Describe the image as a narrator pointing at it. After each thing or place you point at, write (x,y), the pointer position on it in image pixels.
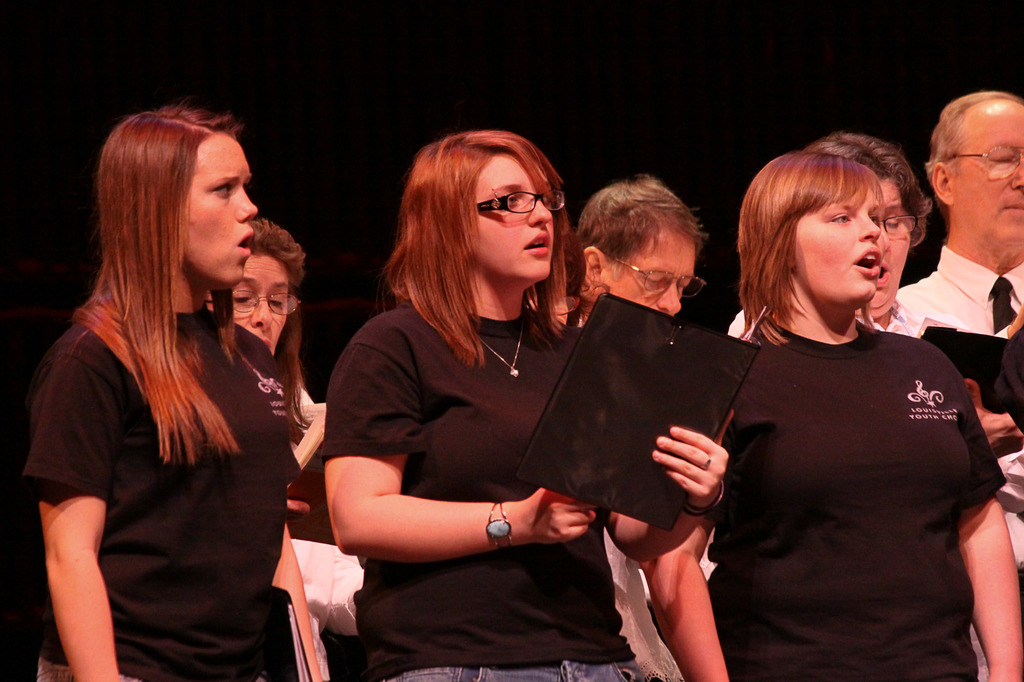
In the image there are few women (485,378) in black dress (828,417) standing in the front (368,522) and singing, behind them there are few persons (669,305) in white dress (969,328) and the background (352,57) is black.
